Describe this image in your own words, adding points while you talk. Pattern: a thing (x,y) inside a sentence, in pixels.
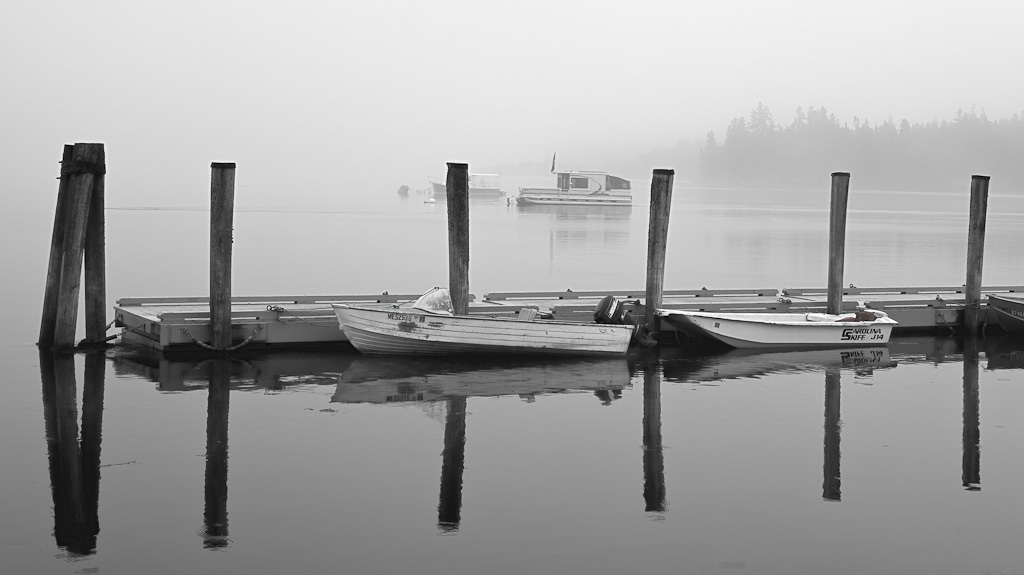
In this image we can see some boats (368,347), wooden poles (981,197) in the river (573,398) and in the background of the image (565,185) there are two boats (600,197) sailing on river (375,204), there are some trees (811,154) and top of the image (502,50) there is foggy sky (506,89).
